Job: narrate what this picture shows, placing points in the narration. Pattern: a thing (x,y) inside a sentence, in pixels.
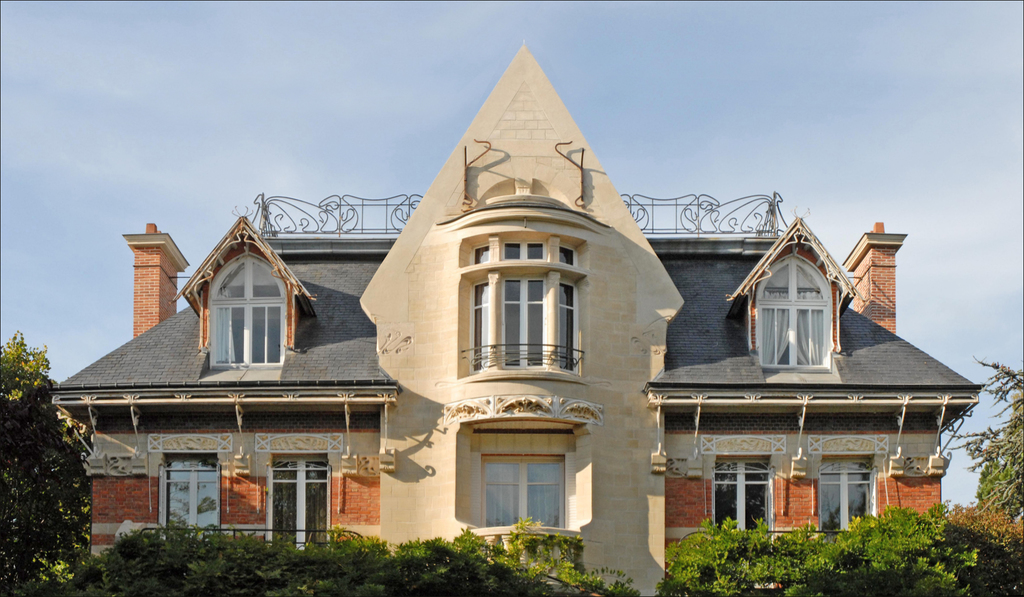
In the image we can see a building (577,399) and these are the windows (776,325) of the building (344,371). We can see even there are trees (71,510) and a cloudy pale blue sky (209,82).
